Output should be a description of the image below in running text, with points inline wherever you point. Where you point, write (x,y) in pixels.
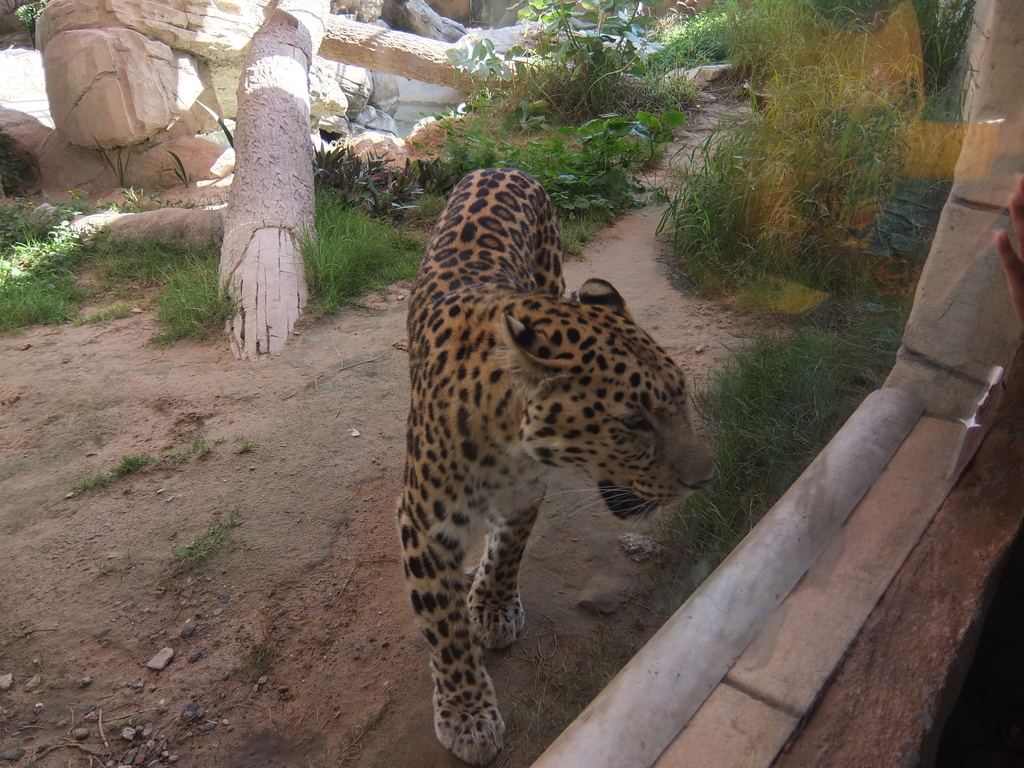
In this picture we can see a leopard (621,460) on the ground (557,528) and in the background (815,331) we can see wooden poles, grass (801,325).
